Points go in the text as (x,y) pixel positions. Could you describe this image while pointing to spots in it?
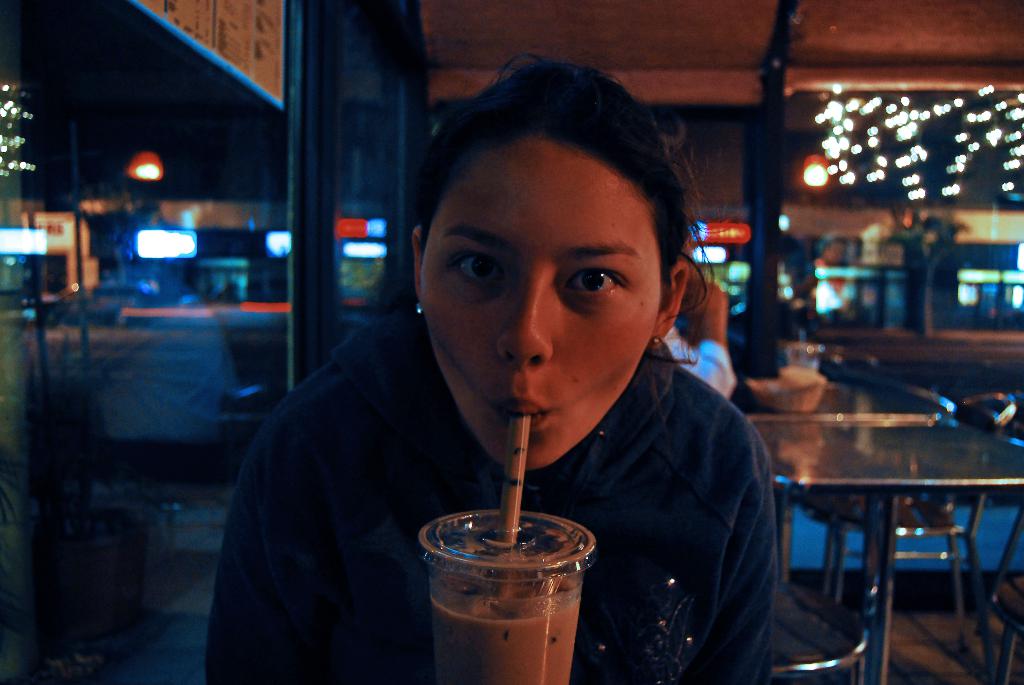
In the center of the image (367,331) there is a woman (610,561) drinking with a straw (515,535). In the background of the image (819,453) there are tables (819,453), chairs (966,413). There is a person (692,321). There are lights (956,168). To the left side of the image (72,232) there is a glass (71,246).
